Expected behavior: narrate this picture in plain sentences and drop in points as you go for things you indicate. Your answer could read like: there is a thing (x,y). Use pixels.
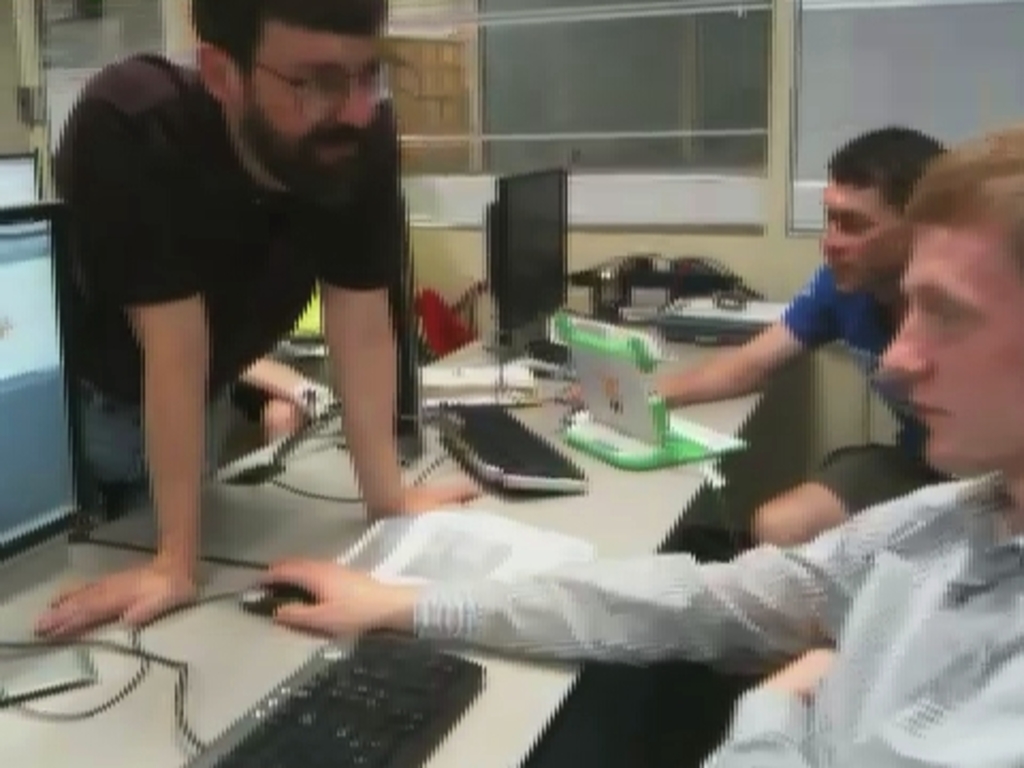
In this image we can see some persons (78,174), monitors (27,386), keyboards (374,721), mouse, table (214,661) and other objects (674,463). In the background of the image (452,146) there is a wall (6,26), glass window (673,94) and other objects (31,98).
